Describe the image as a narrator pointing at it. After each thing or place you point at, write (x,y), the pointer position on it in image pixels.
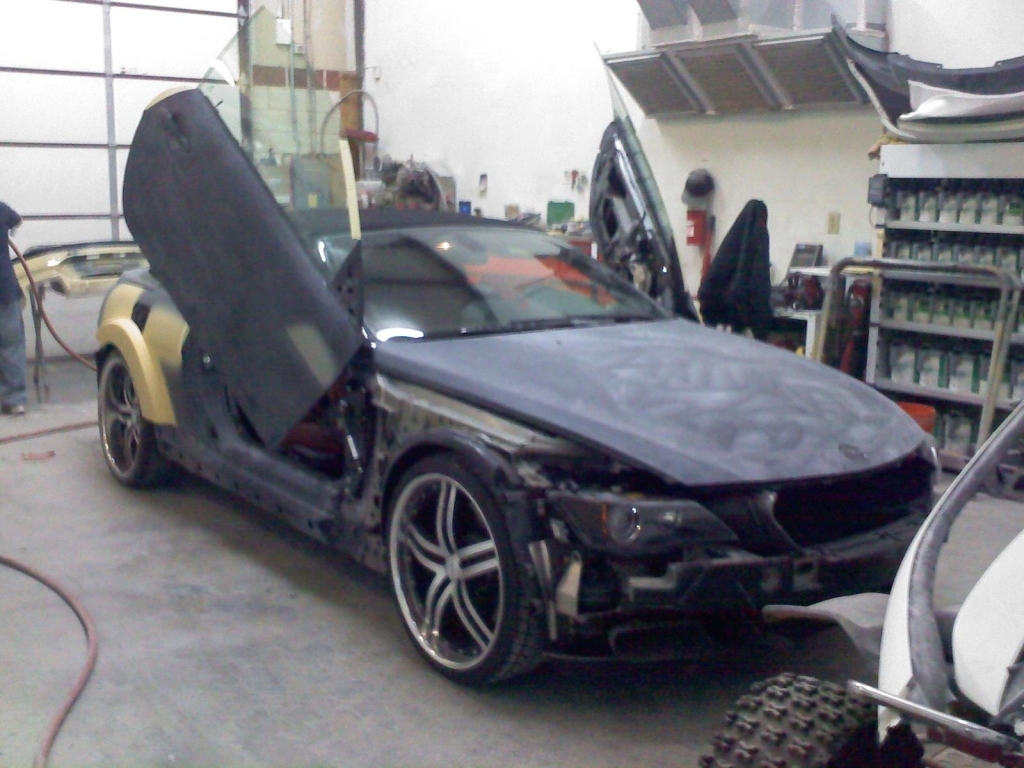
In this image it looks like a car repairing shed (434,79). In the middle (530,418) there is a black car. On the left side (20,337) there is a man (12,310) working by holding the pipe (45,314). In the background (30,266) there are spare parts (820,281). On the right side (977,246) there is a cupboard (967,186) in which there are bottles (928,305). On the right side (886,671) bottom there is another vehicle (831,687).
